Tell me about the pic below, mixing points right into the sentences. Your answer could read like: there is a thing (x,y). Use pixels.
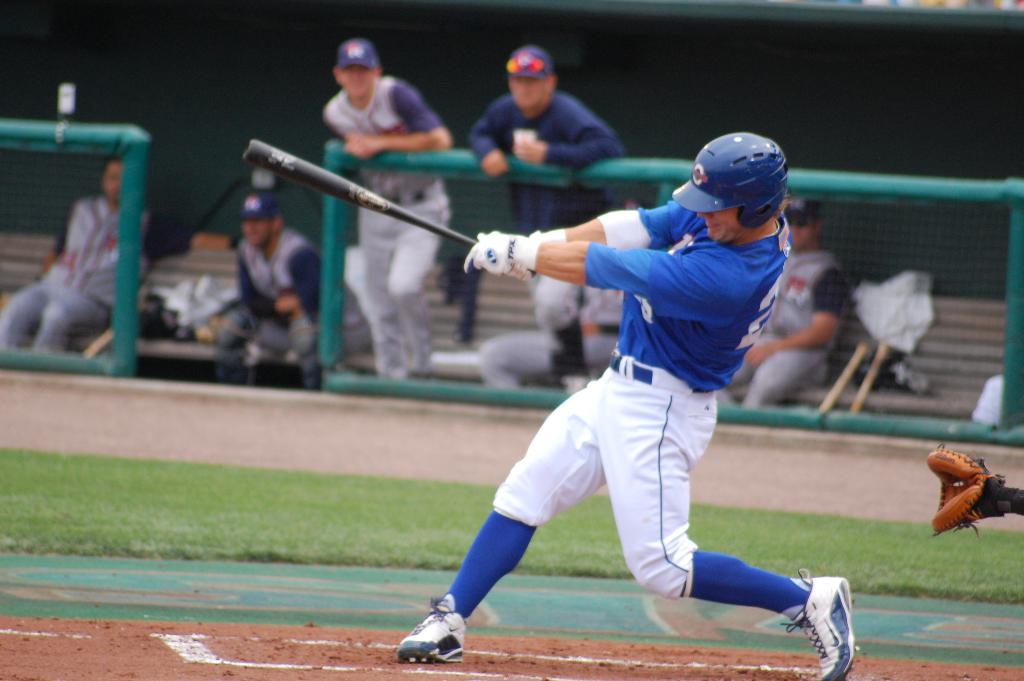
In the image we can see a man (608,435) standing, wearing clothes (624,422), shoes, gloves (507,251), helmet (733,148) and the man (490,240) is holding a bat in the hands (522,253). Here we can see the grass (249,505) and mesh (974,274). There are even other people (361,148) standing and some of them are sitting, they are wearing clothes (555,317). The background (288,216) is slightly blurred.
